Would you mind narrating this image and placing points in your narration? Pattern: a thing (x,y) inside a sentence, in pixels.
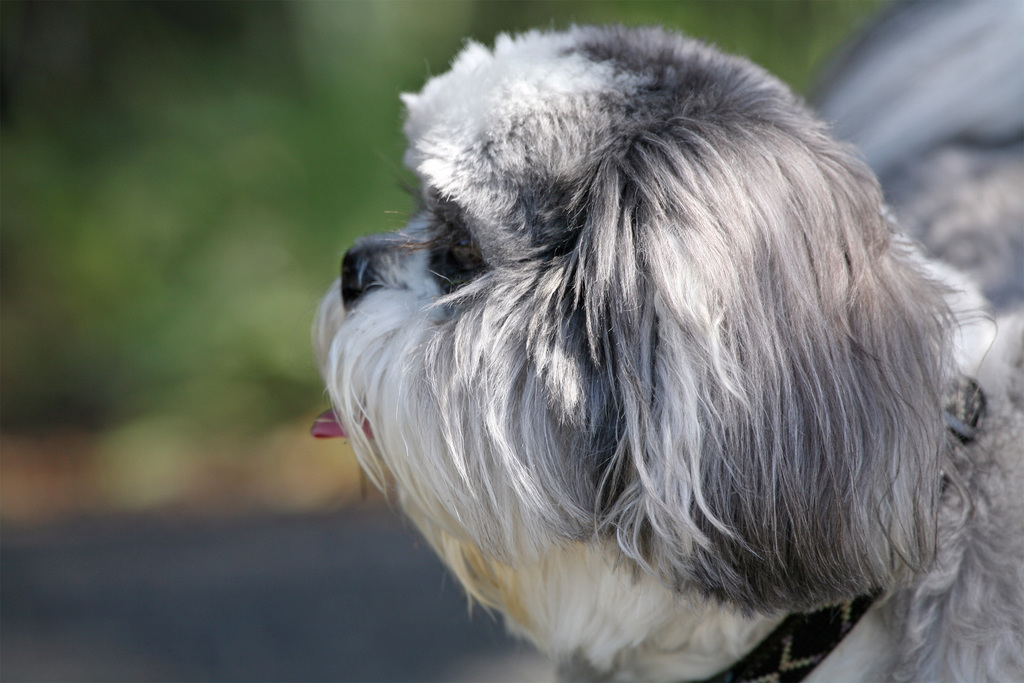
In this image I can see the dog (583,435) which is in white and black color. I can see the black color belt (831,616) to the dog (653,487). In the background (145,372) I can see the trees (142,219) but it is blurry.
